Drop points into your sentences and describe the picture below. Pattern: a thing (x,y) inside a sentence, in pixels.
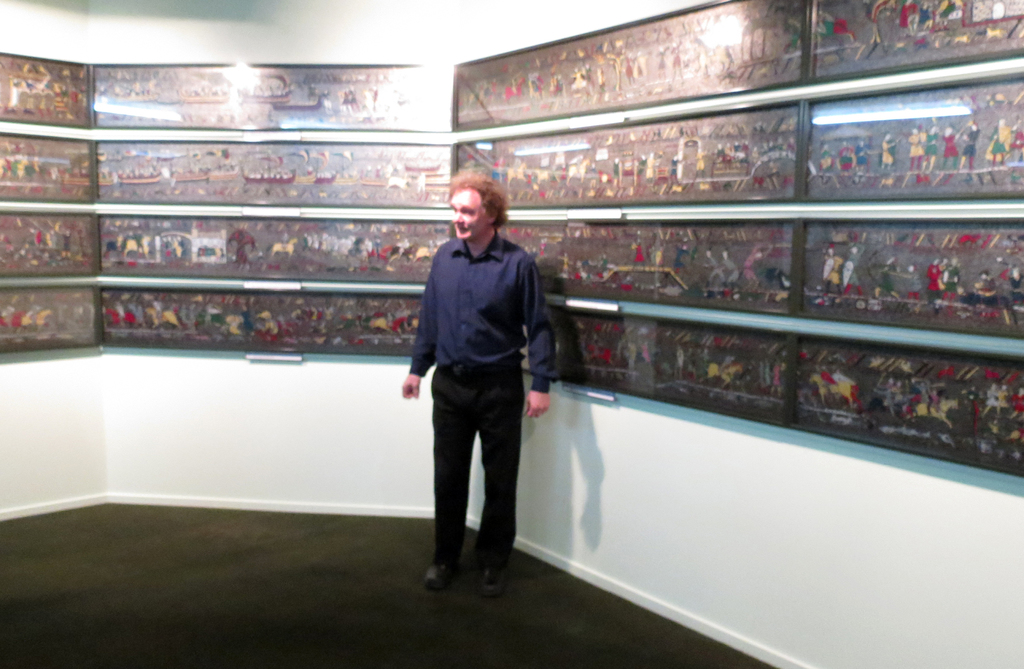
In this image in the middle (491,310) there is a man (492,311) he wears blue shirt (484,313), trouser (481,395) and shoes (434,574). In the background (498,153) there are many photo frames (707,193), wall (409,8) and reflection (906,105). At the bottom (224,595) there is a floor (228,556).
